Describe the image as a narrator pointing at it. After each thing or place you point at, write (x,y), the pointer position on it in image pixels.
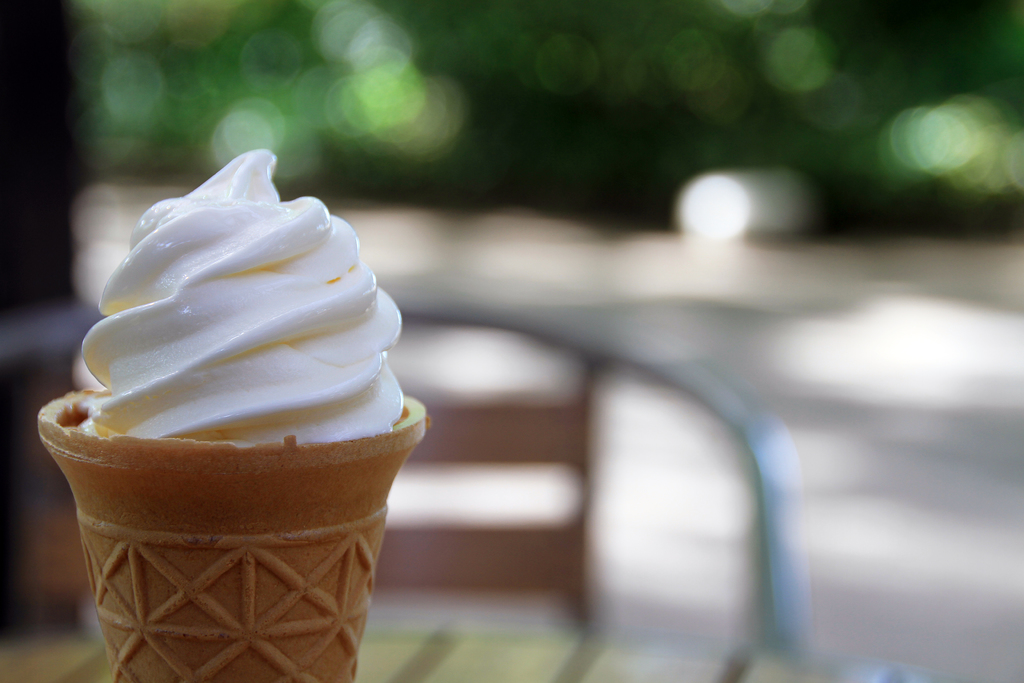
In this picture we can see an ice cream (205,471), table (512,672), and a chair (500,586). There is a blur background (618,282).
